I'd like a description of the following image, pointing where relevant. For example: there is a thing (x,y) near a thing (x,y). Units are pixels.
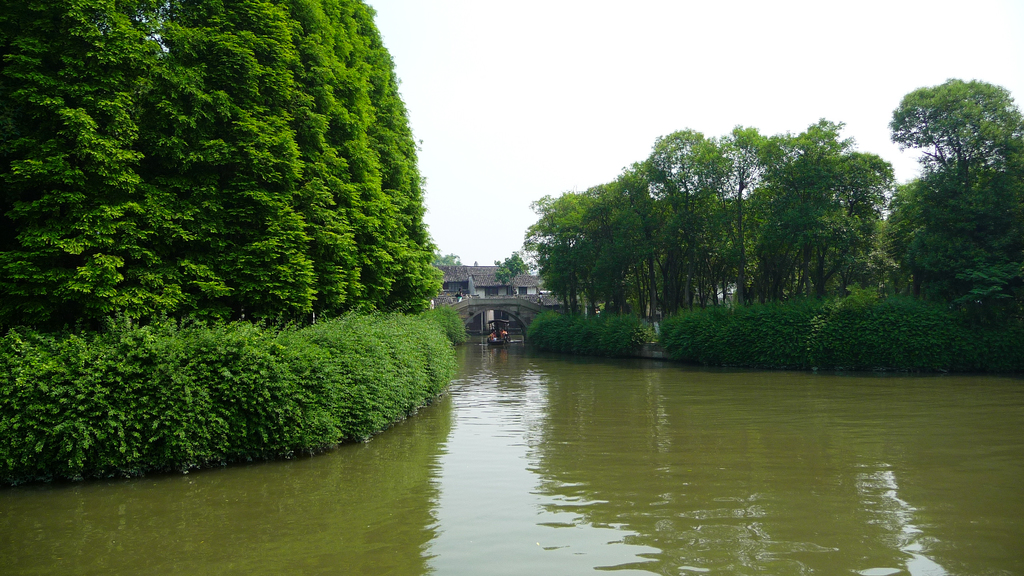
In the center of the image (500,323) we can see a boat (505,322) under a bridge (487,304). We can also see a large water body (727,467), some plants (554,329), a group of trees (507,277), a house (462,283) with a roof (487,277) and the sky (464,186) which looks cloudy.
